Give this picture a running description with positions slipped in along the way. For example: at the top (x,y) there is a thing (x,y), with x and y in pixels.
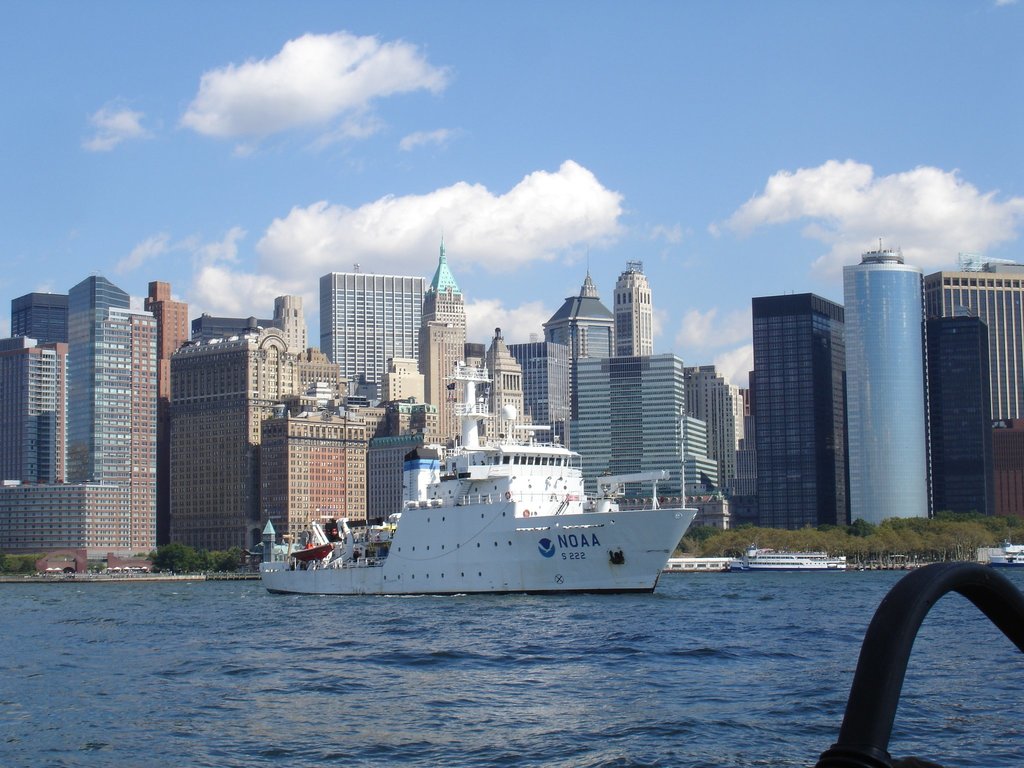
In this picture there is a ship (441,467) in the center of the image (395,511) on the water (583,600) and there is water (988,687) at the bottom side of the image (584,626), there are buildings (439,365) in the center of the image (657,365).
